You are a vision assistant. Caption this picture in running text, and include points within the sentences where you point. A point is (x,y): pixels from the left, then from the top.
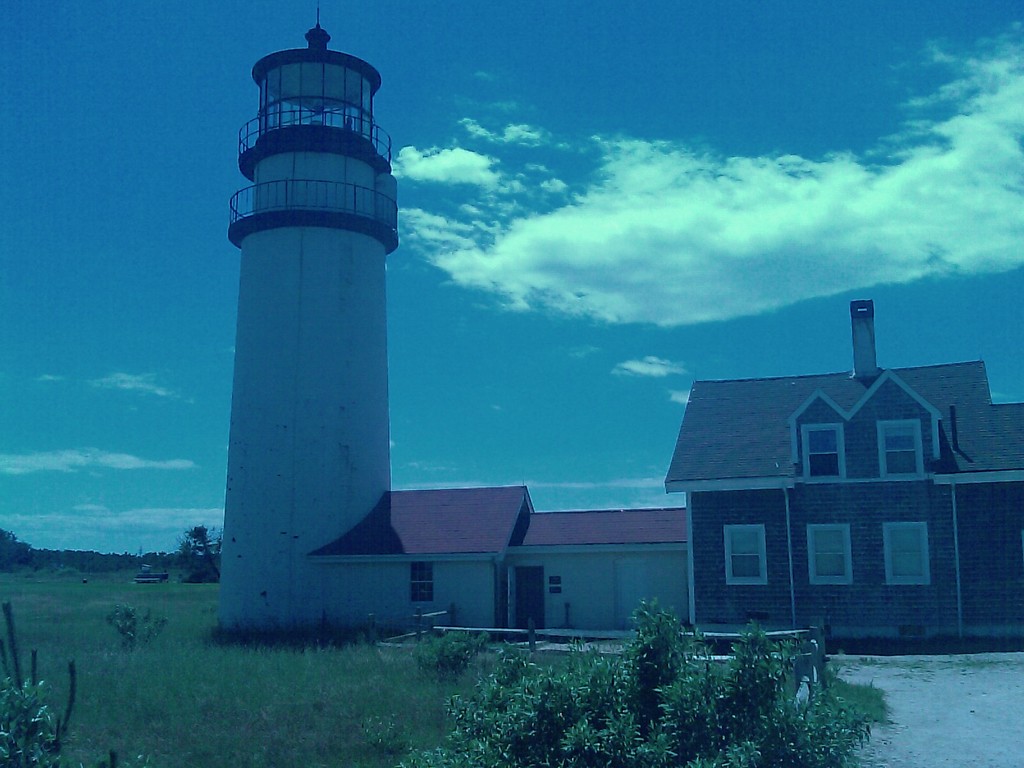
This is an outside view. On the right side (852,480) there is a building (652,551). Beside the building (696,504) there is a tower (331,445). At the bottom (249,724), I can see the grass (217,683) and few plants (546,722). In the background (102,566) there are some trees (8,551). At the top of the image (618,57) I can see the sky (689,79) and clouds (662,222).
